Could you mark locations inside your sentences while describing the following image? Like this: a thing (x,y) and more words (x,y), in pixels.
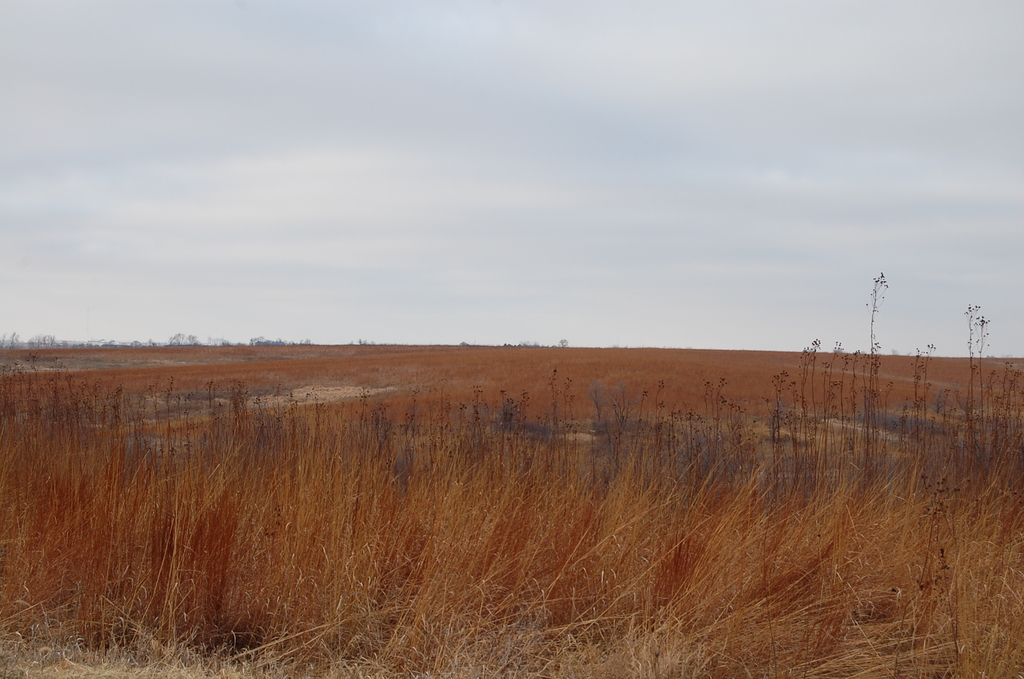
At the bottom of the image (187,483) there is grass (398,429). Behind the grass (540,580) there is land (141,391). At the top of the image (665,91) there is a sky (545,123).
